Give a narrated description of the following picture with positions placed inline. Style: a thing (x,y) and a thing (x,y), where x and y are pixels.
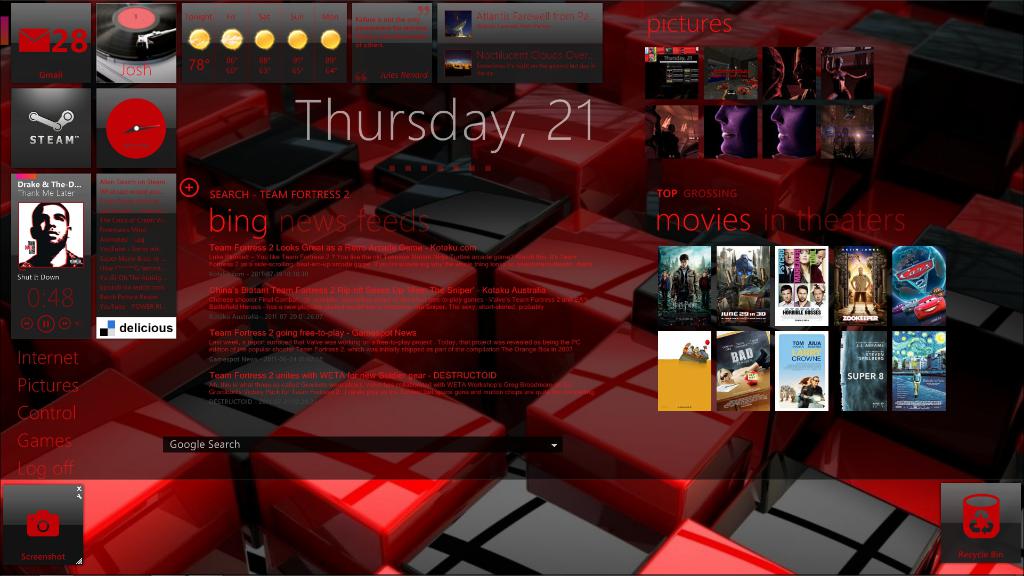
In this picture it looks like an animation, I can see the text (434,290) in the middle (425,303), there are images (783,279) on either side of this image.
